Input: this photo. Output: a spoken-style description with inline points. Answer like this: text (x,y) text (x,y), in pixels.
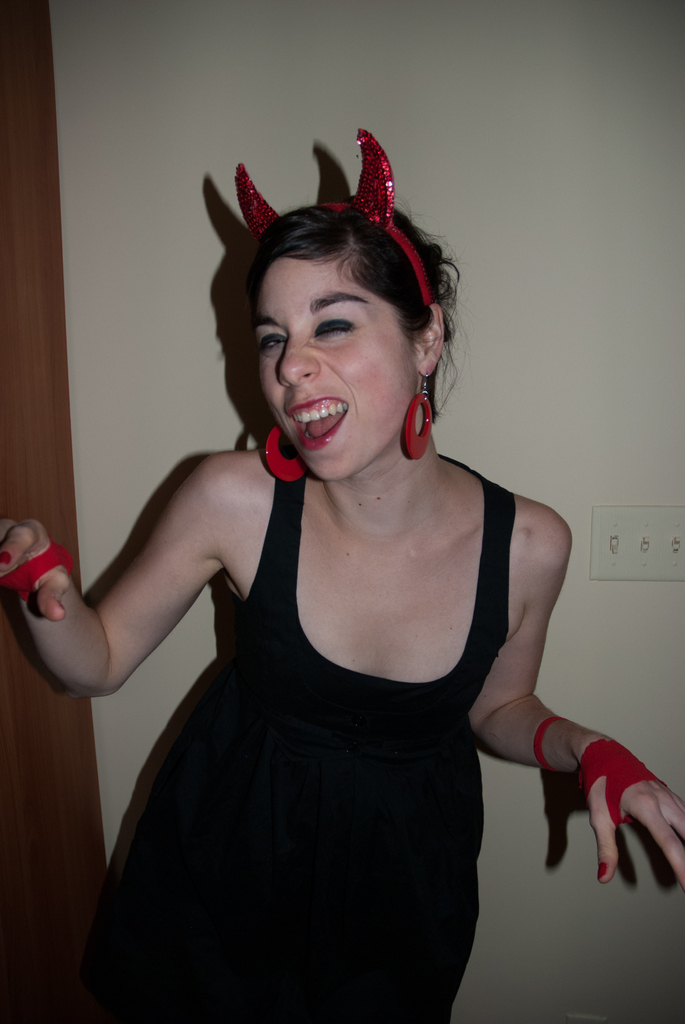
In this picture, there is a woman (344,396) in the center (274,458) wearing black clothes (418,886). She is also wearing red hair band (369,216), red earrings (411,419) and red gloves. In the background (212,596), there is a wall (496,393).
